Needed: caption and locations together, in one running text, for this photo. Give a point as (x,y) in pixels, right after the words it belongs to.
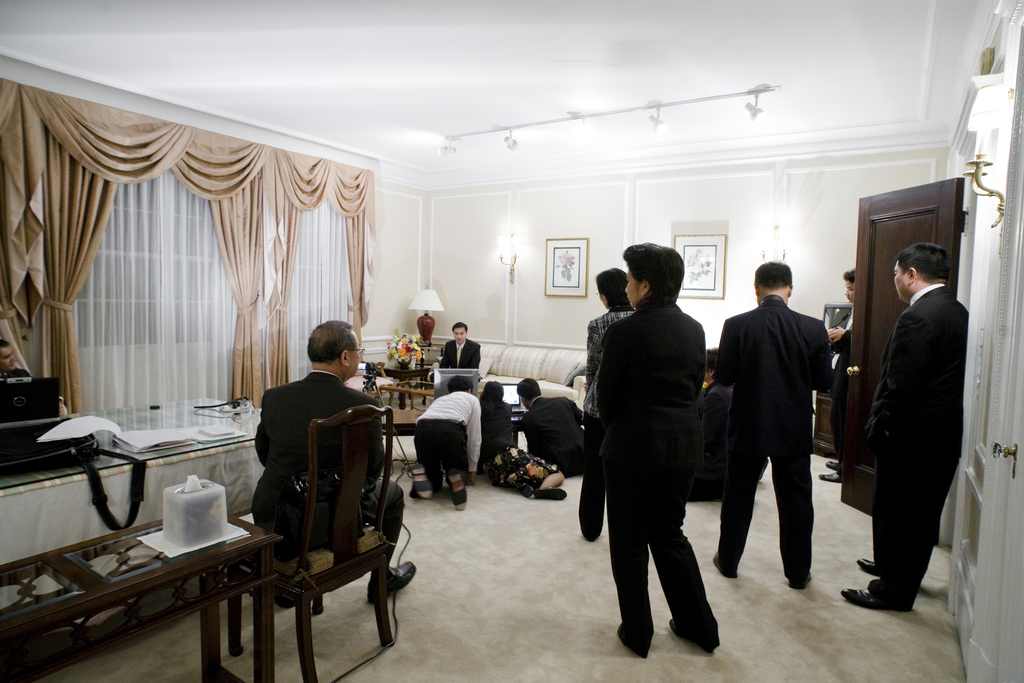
This image is clicked in a room (601,556). There are curtains (157,253) on the left side (122,332). There is a table (31,617) in the left side (157,609) bottom corner. There are people (915,463) standing, there are photo frames (699,277) on the wall (613,260). There is one man (477,349) sitting on the Sofa (496,375) in the middle (456,356), beside him there is a lamp (424,290) and on the table (162,466) on the left side (145,434) there are papers (163,447), books (163,446). There is a door (969,509) on the right side (1018,463).
